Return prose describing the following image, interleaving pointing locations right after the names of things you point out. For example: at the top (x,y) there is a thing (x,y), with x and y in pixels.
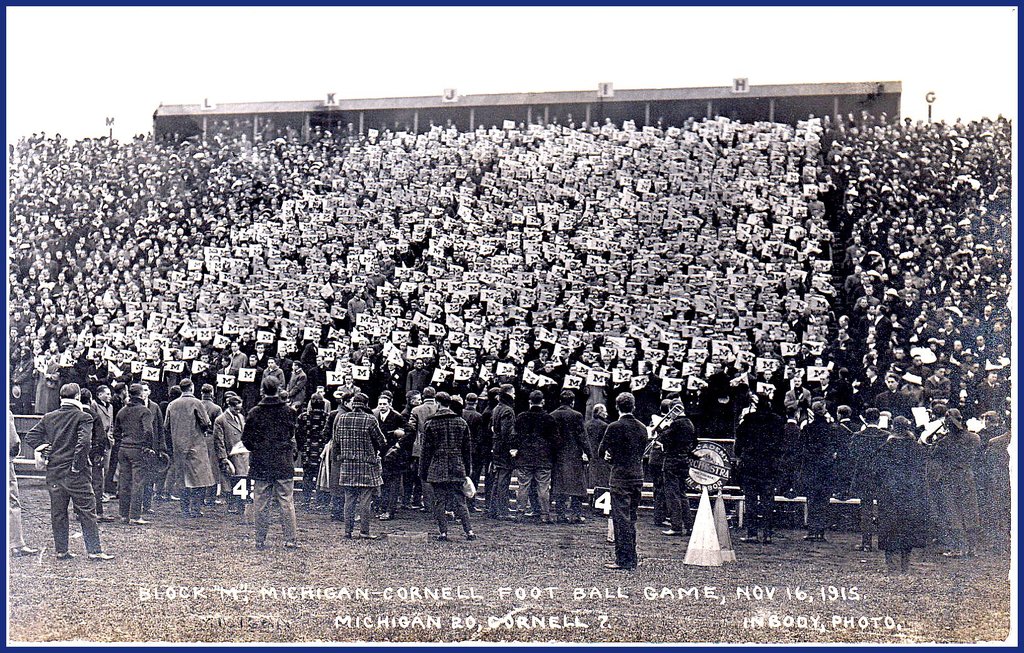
In this image I can see a group of people (76,186) standing and some are holding boards (557,245) and the image is in black and white.
